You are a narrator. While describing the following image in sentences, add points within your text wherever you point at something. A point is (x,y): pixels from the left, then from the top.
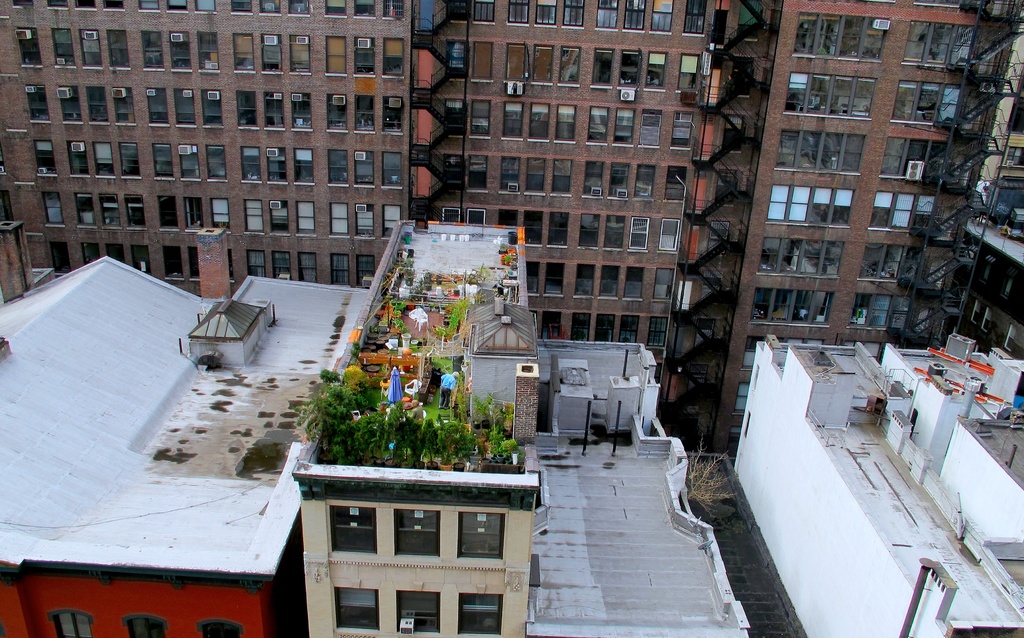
There is a person (442,379) standing on the grass (439,364) near plants (431,431) and there are other objects (440,467) on the top floor (428,243) of a building (521,552). On both sides of this building (320,558), there are other buildings (649,363). In the background (143,106), there are buildings (178,100) having glass windows (563,182).
